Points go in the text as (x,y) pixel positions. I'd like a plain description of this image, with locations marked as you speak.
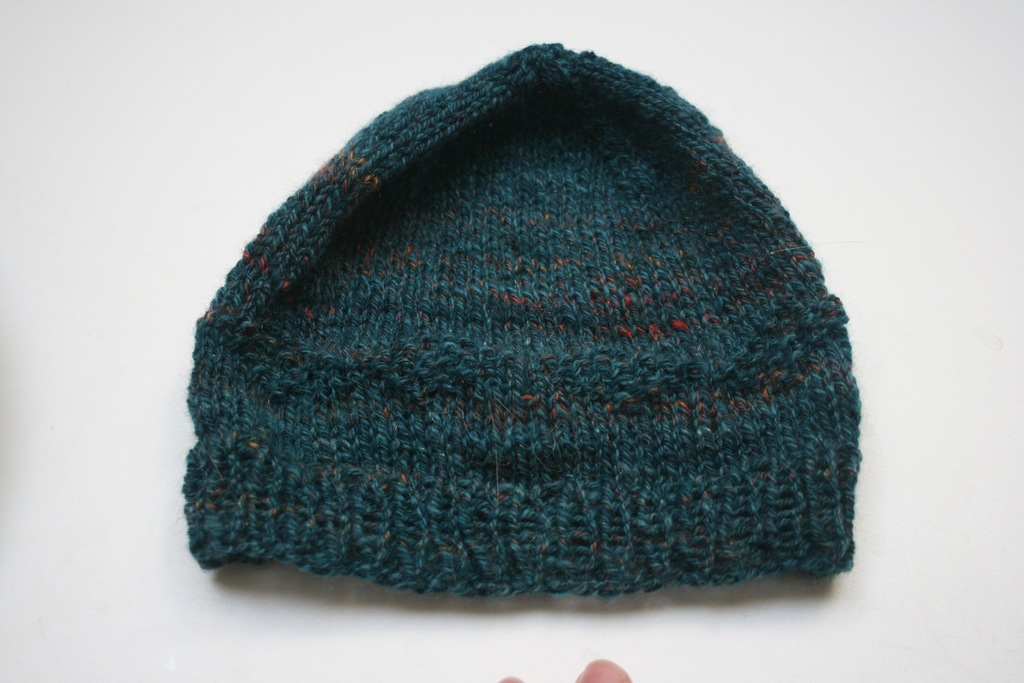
In this image we can see a woolen cap (573,388) on the white color surface (961,602). We can see human fingers (604,679) at the bottom of the image (614,671).
